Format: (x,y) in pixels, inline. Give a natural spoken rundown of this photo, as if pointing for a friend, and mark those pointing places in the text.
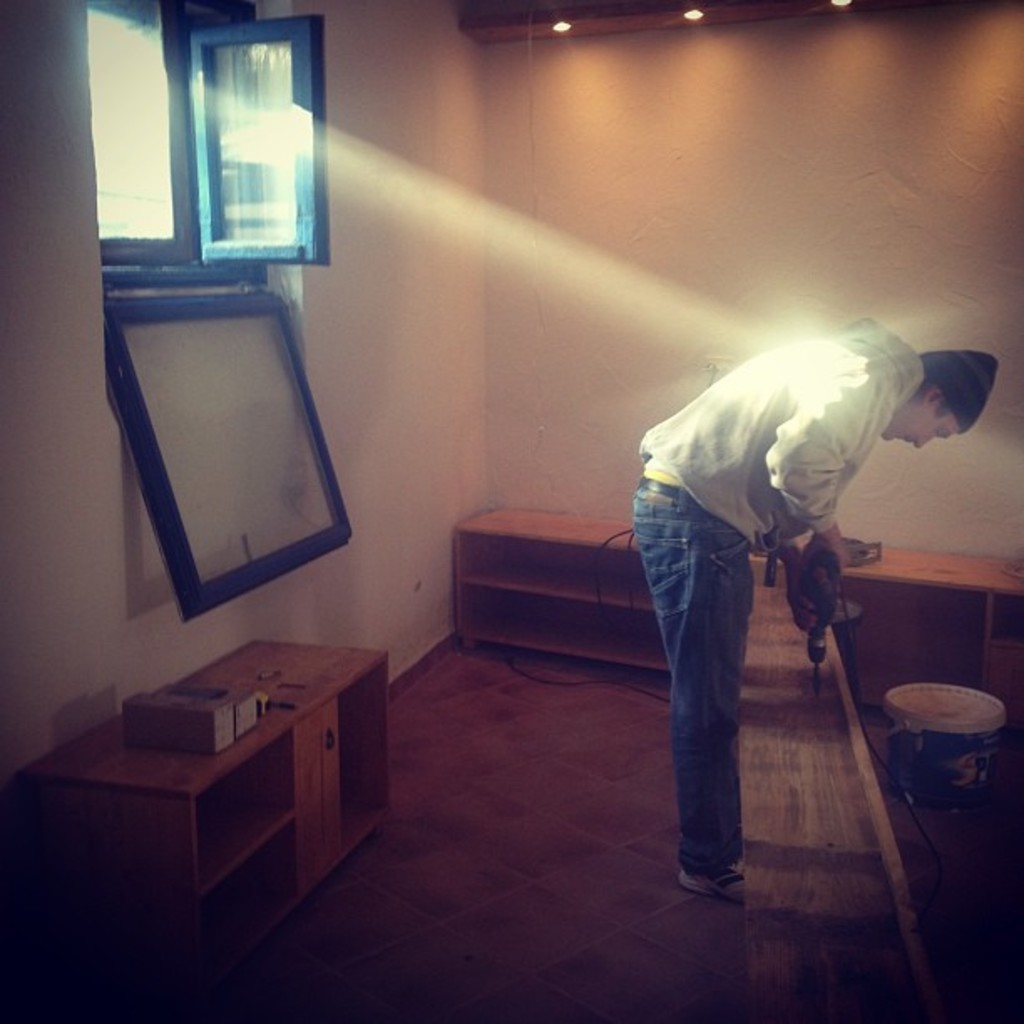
This is a picture taken in a room (373,582). The man (787,426) in white hoodie (727,496) was standing on the floor (541,851) and doing some work on the wood (741,764). Behind the man (720,753) there are wooden tables (540,610), bucket (911,746), wall (572,389) and a glass window (154,180) and there are ceiling lights (693,17) on the top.
